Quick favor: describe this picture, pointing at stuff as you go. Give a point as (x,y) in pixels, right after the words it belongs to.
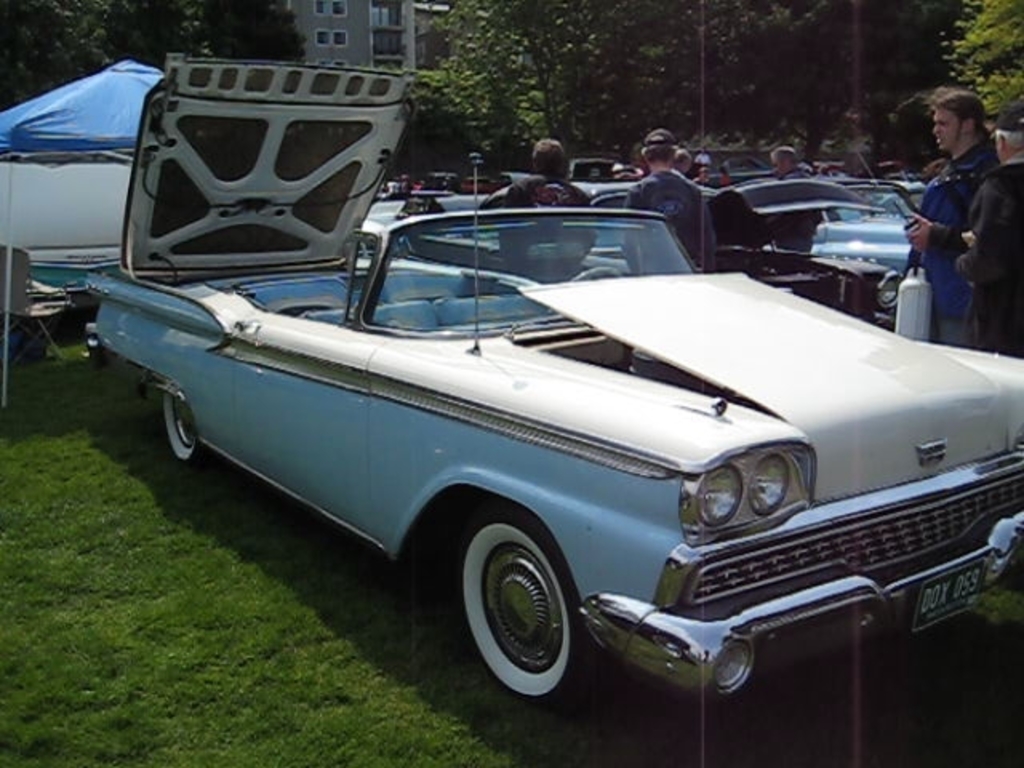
In this image we can see group of vehicles (892,262) are parked on the grass field (362,691), a group of people (1013,249) is standing. One person (944,213) is holding a bottle (925,282) in his hand (914,225). On the left side of the image (112,110) we can see a tent (128,113) and a chair (0,296) placed on the ground (24,409). At the top of the image (335,23) we can see a building (343,35) with windows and group of trees (512,49).
